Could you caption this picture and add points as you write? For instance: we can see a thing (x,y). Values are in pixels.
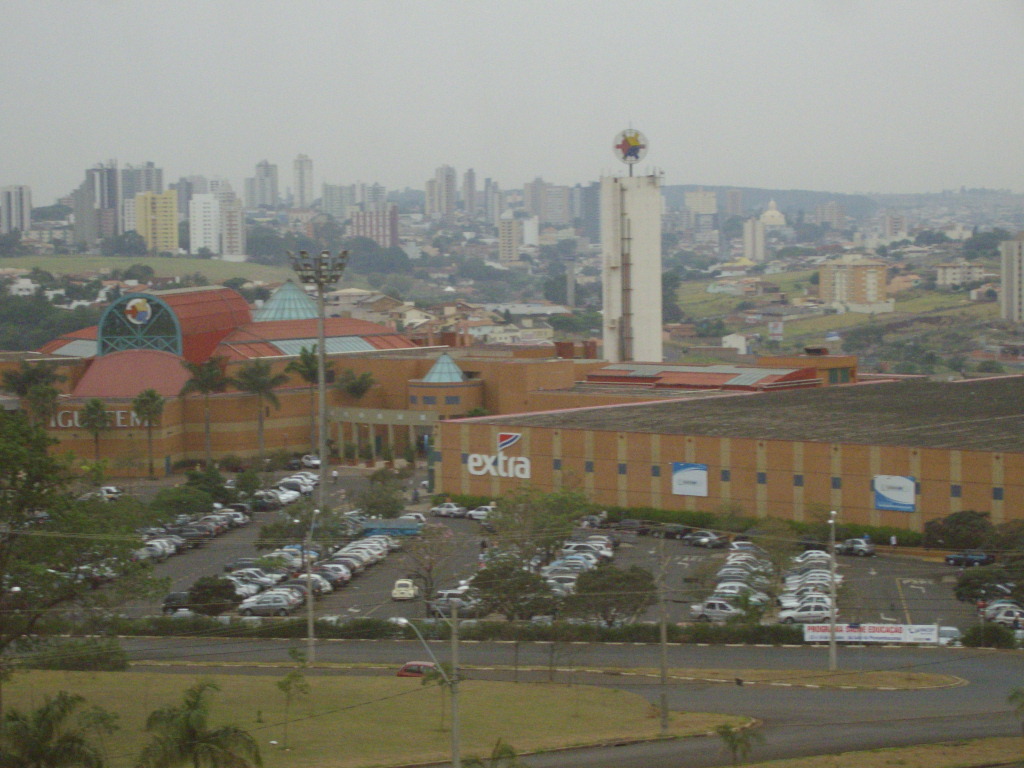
This is an aerial view, in these there are roads (490,642), cars (231,577), trees (146,573), buildings (356,330) and a sky (690,42).
